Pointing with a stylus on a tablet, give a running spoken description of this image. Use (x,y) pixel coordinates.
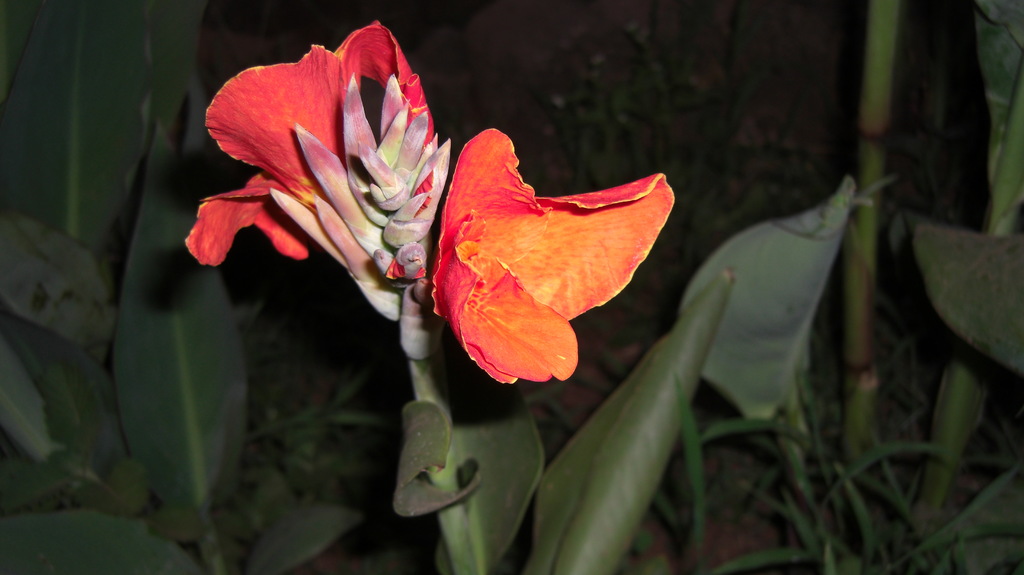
There are red color flowers (288,156) and buds (417,236) on a plant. In the back (68,50) there are many plants (742,326).
